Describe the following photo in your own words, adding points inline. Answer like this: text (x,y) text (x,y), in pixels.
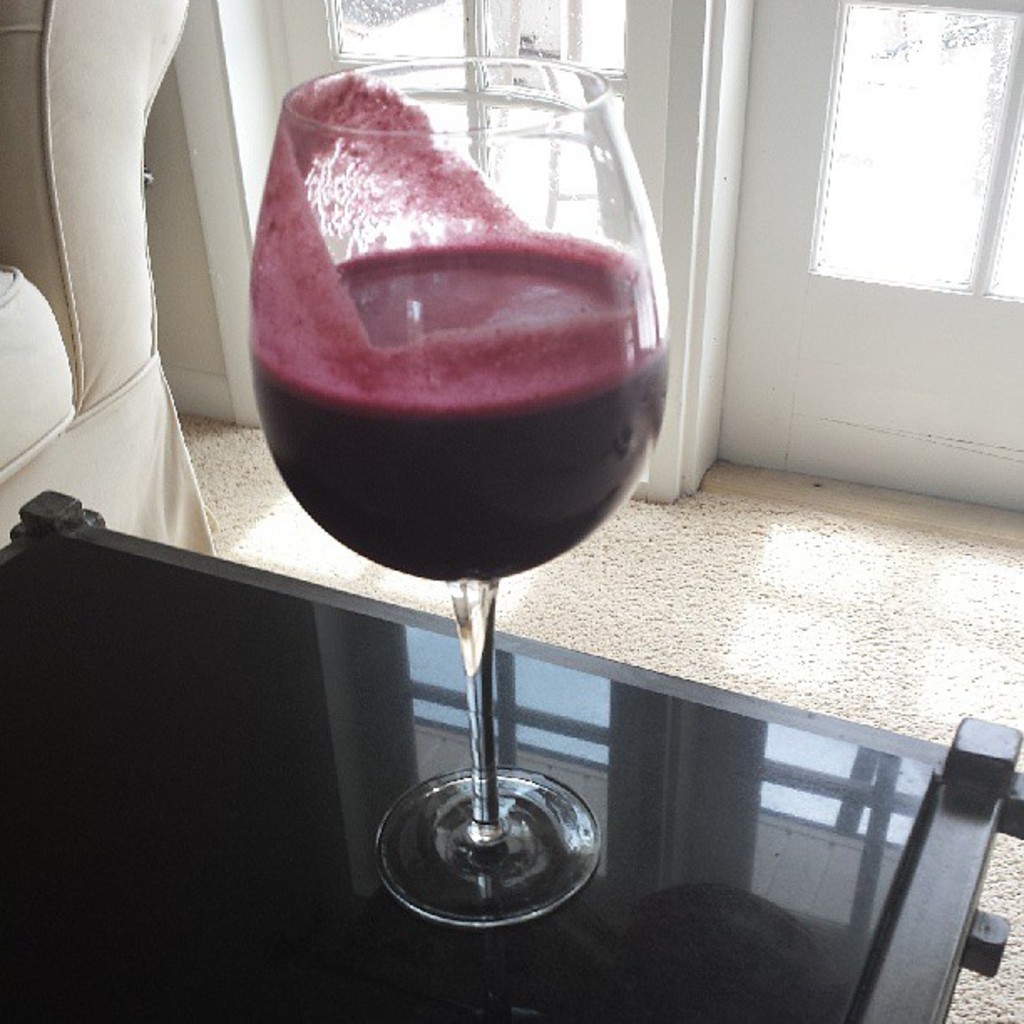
The image is clicked in a room (1022,523). On the center of the image (624,348) there is a wine glass (651,340). On the foreground (282,611) there is a table (386,669). On the top left (62,135) there is a couch (62,135). On the background (891,55) there is door (1012,169). On the top left (331,10) there is a window (509,25).
